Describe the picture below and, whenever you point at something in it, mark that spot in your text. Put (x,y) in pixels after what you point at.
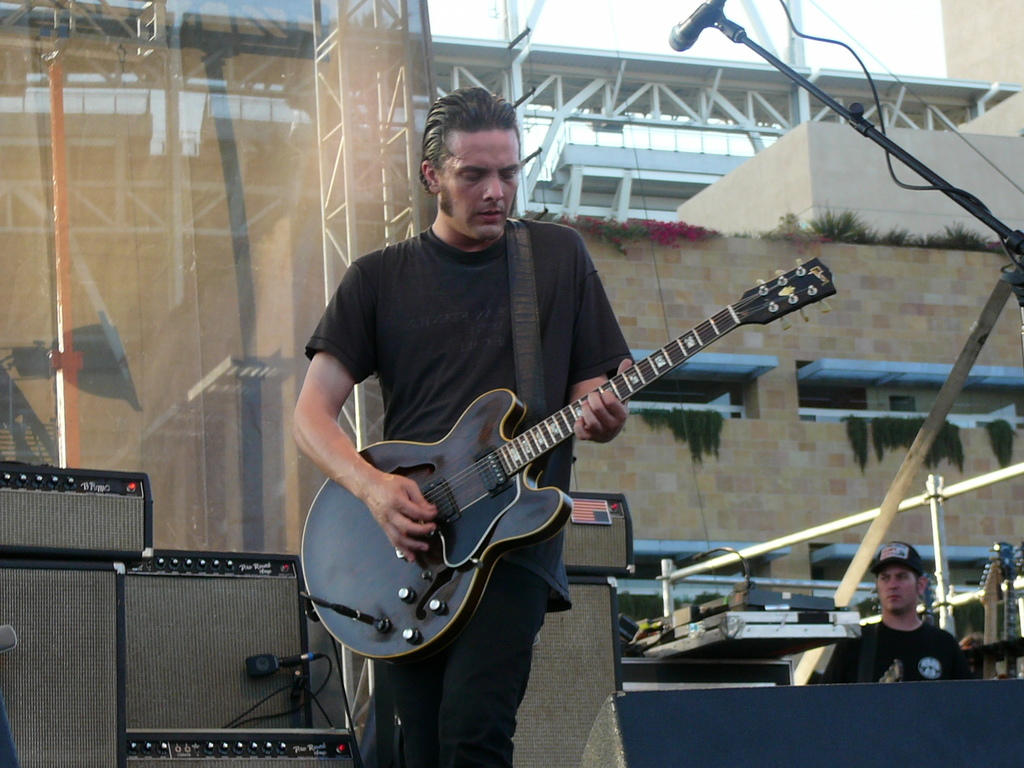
In the image we can see there is a person (418,725) who is standing and holding guitar (690,340) in his hand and at the back (47,501) there are speakers (175,617) and behind there is person (906,621) who is standing and wearing black colour cap (884,555) and t shirt (914,670) and behind there is a building (781,464).
